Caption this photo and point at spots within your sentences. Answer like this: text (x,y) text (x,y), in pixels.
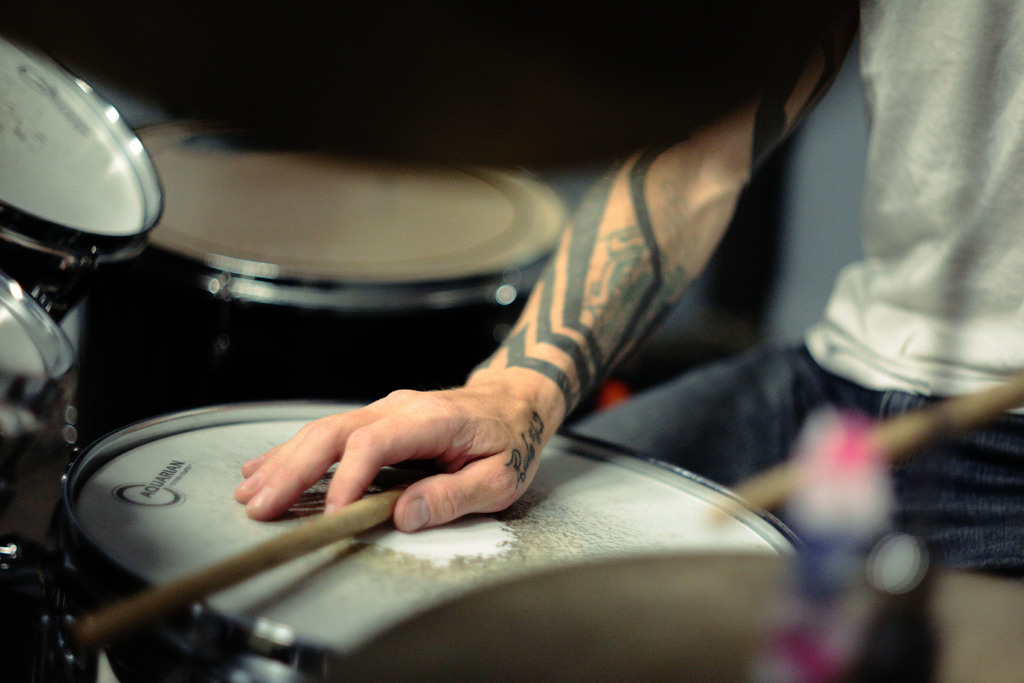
In this image there are musical instruments (250,311) and on the right side (982,297) there is a person (993,281) holding a stick (386,504) in his hand (543,415).
